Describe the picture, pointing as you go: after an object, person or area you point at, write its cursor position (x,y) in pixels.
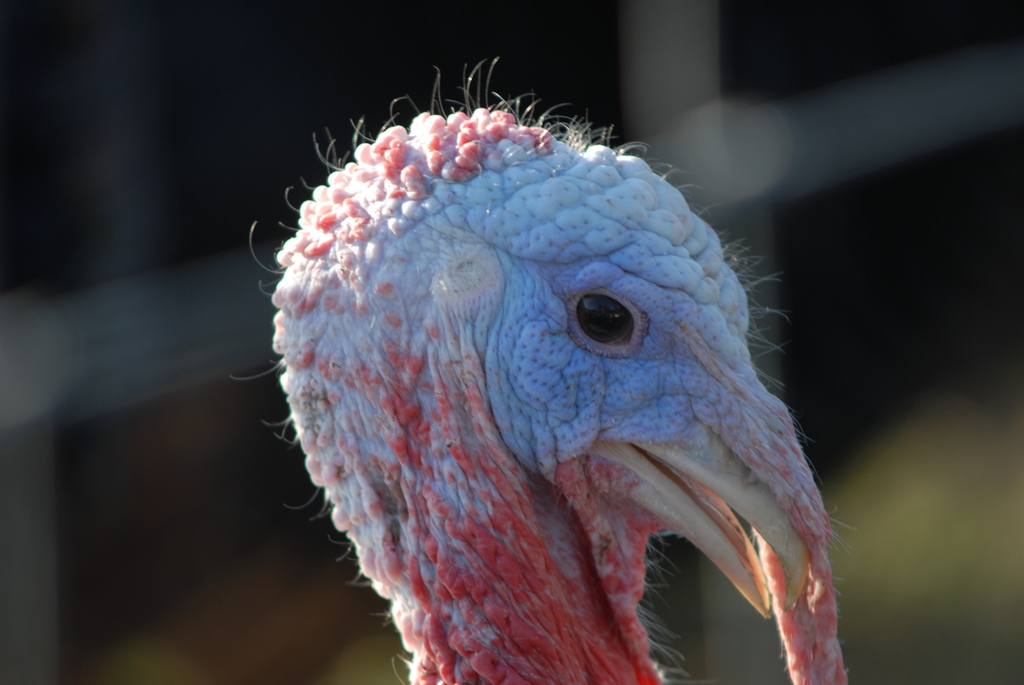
In this picture we can see the head (281,254) of a bird (358,132) and in the background (559,76) it is blurry.
